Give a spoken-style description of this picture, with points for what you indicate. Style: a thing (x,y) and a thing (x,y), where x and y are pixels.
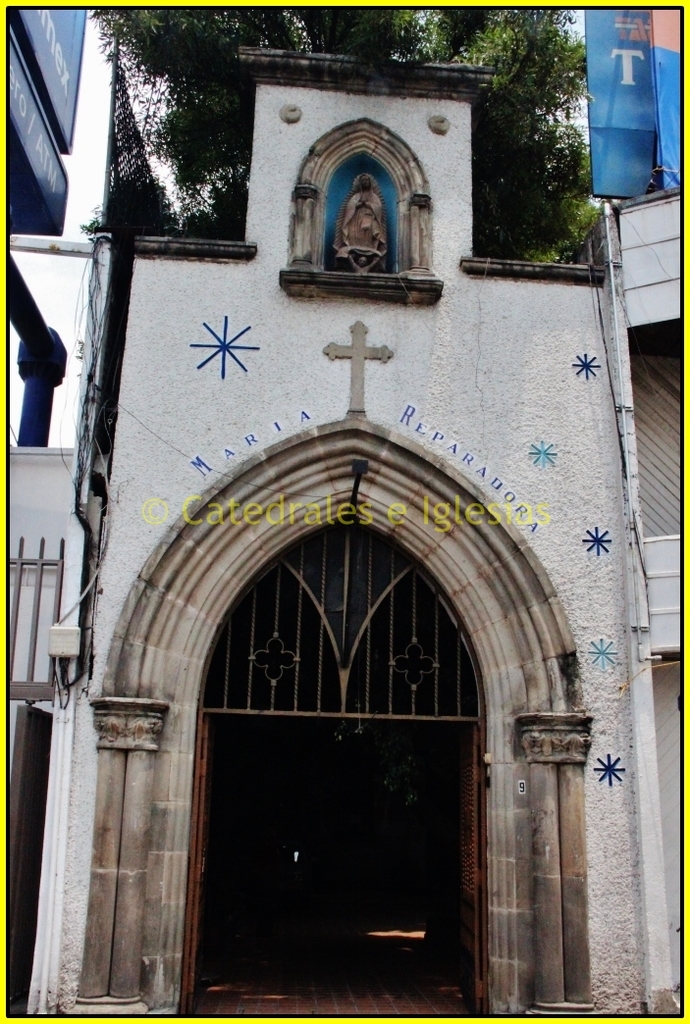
In this image we can see the front view of a church (516,386). Top of the image (179,128) tree (351,43) and banners (623,74) are there.
